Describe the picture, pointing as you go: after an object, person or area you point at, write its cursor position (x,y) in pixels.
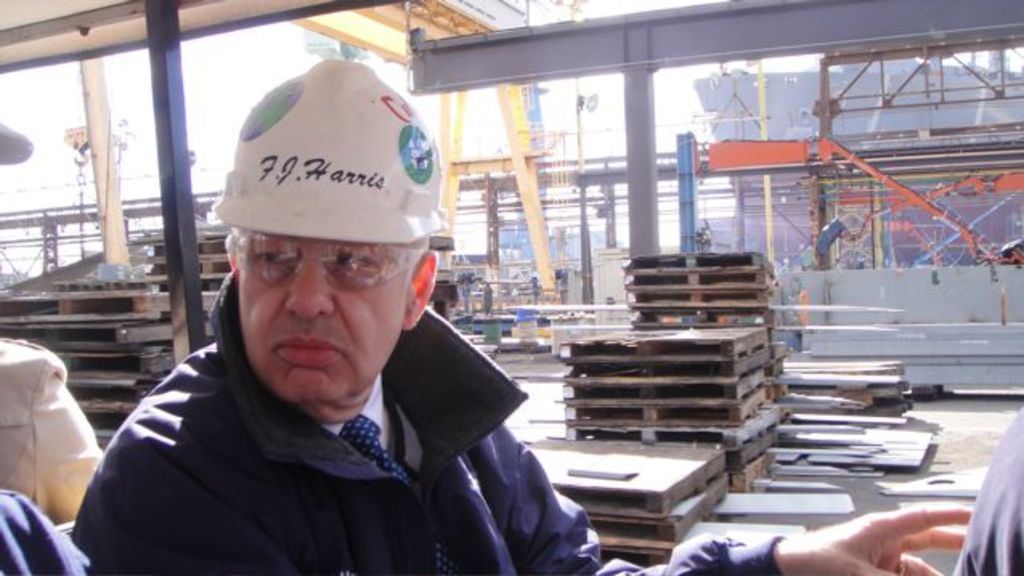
In this image we can see a man (336,478) wearing a helmet (378,178). In the background (616,366) we can see construction material (662,331), cranes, ship (786,189) and sky (212,90).
